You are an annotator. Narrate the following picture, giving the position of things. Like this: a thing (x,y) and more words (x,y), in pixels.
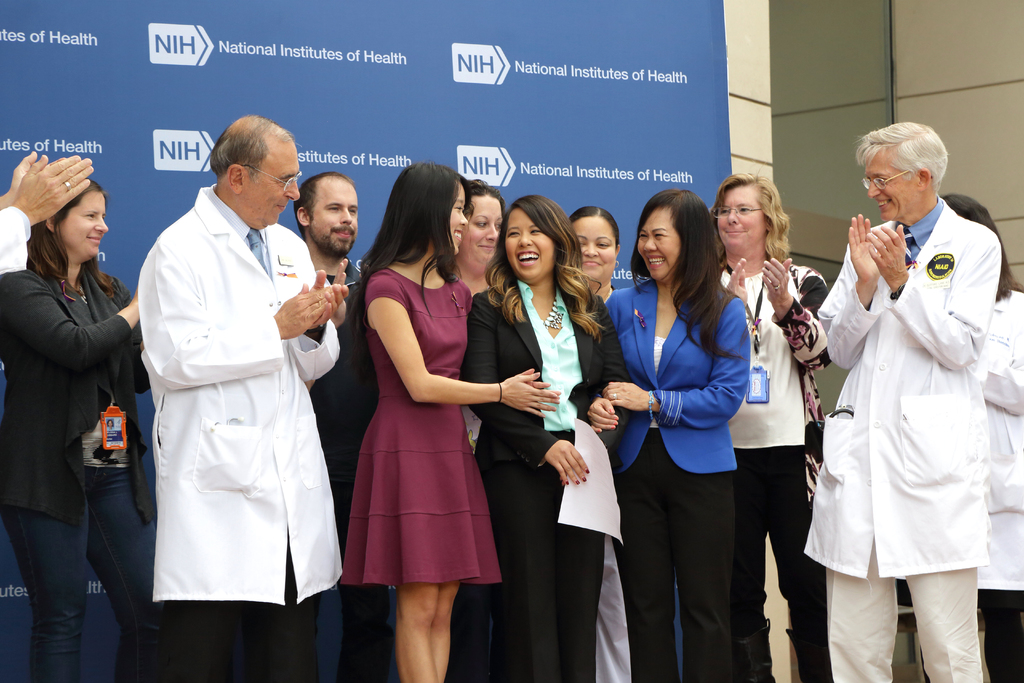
There are group of people (525,202) standing and smiling, behind these people (695,220) we can see banner (692,97). In the background (894,86) we can see wall (888,97).
